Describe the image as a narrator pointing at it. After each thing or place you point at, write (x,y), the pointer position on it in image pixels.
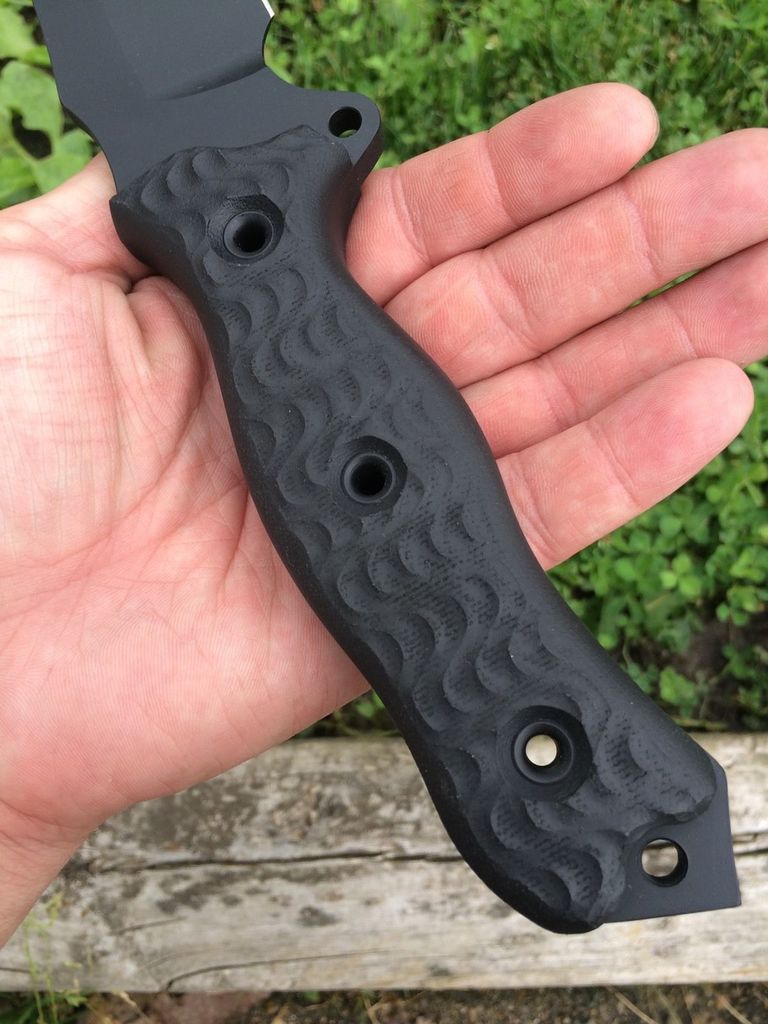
In this image we can see a knife (433,510) in the hand (62,747). In the background (364,861) we can see plants (656,610) and wooden log (328,906).
